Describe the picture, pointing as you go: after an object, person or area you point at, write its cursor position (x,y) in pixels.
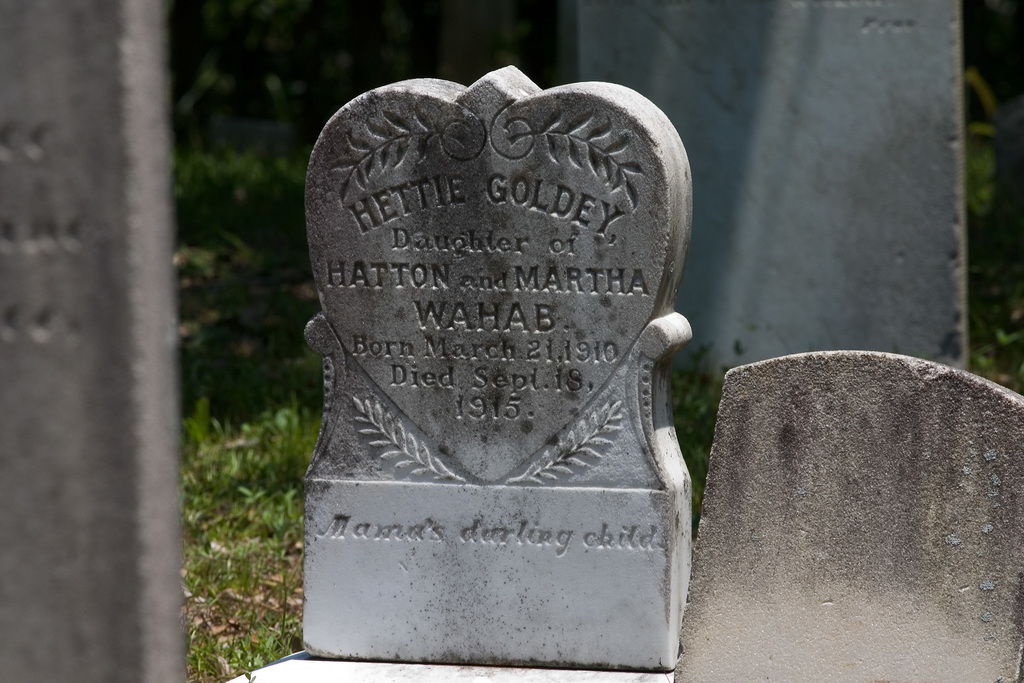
In this picture we can see a tombstone (472,144) with letters (543,321) engraved on it.
